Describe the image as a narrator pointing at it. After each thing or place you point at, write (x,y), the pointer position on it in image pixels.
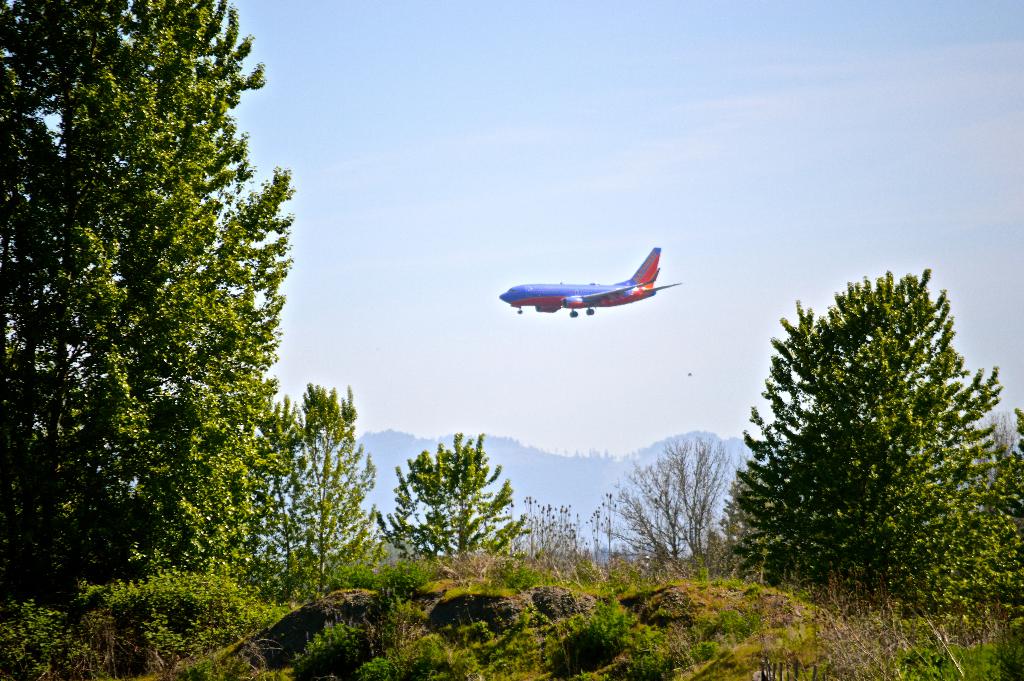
In this image I can see grass (516,567), trees (480,543), mountains (572,509) and an airplane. In the background (541,28) I can see the sky (572,142). This image is taken may be during a day.
